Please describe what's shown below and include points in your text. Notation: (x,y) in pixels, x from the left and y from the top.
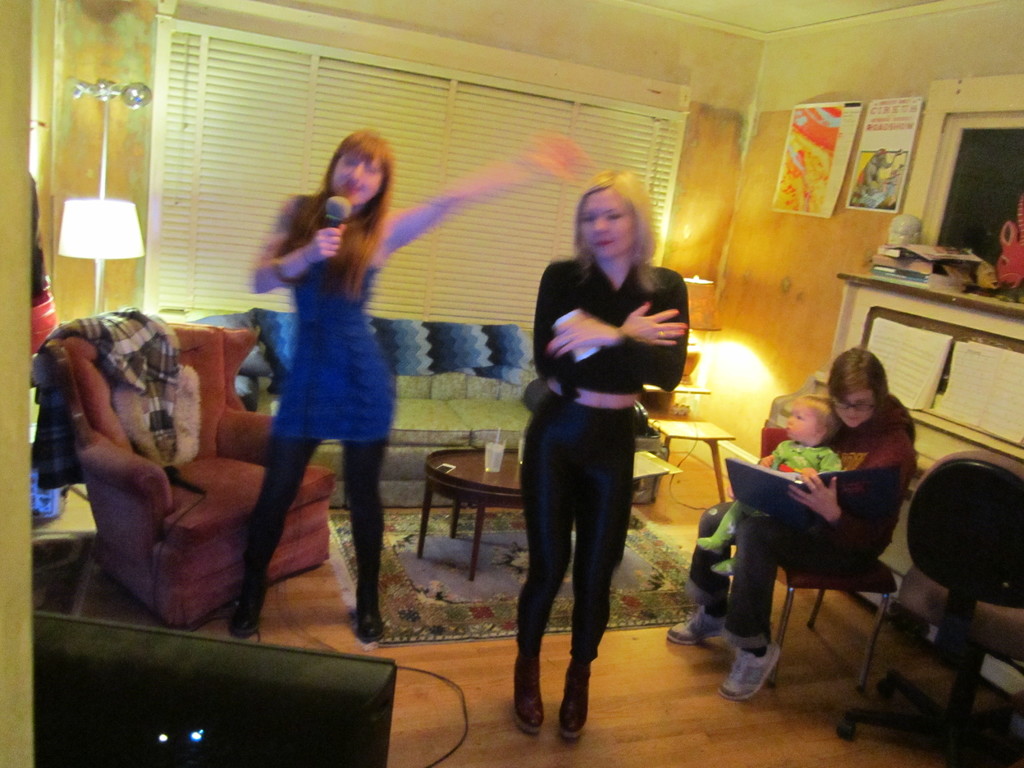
This is a blurred picture where we can see three ladies (840,439) and a small guy (815,407) and a lady (376,357) holding the mike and the other lady (582,290) dancing. Behind them there are some things (190,408) like sofa (181,419), lamp (103,115) and a screen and some charts (813,189).
